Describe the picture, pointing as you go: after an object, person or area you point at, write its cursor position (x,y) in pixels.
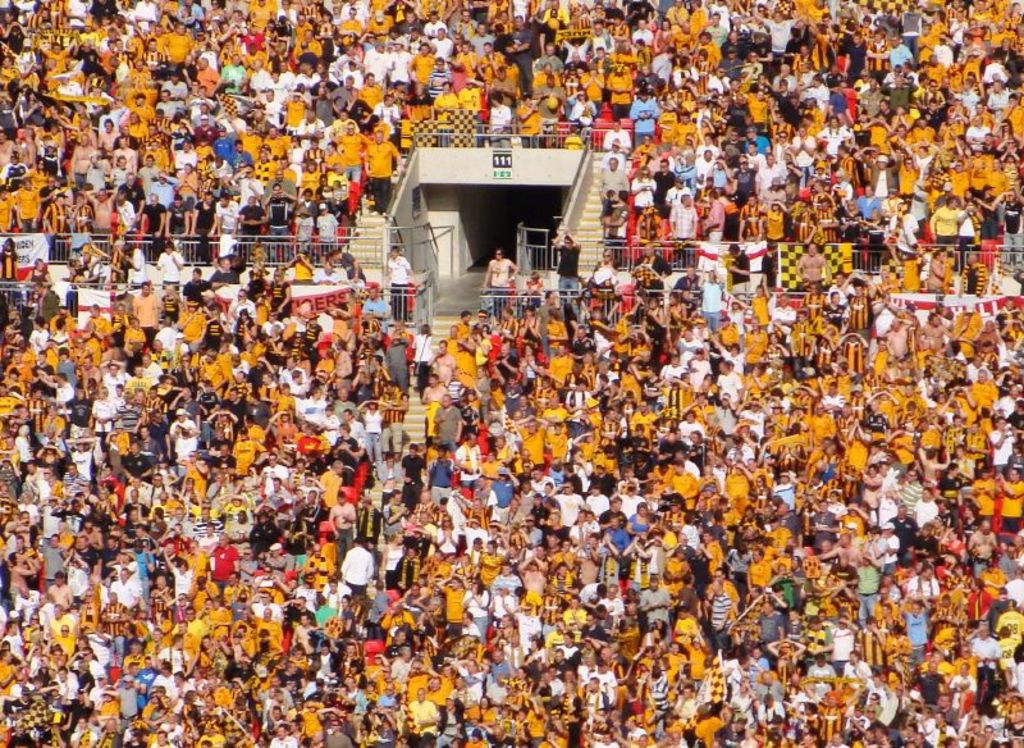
In this picture I can see group of people (661,499), there are chairs (596,141), stairs (580,214) and there are banners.
